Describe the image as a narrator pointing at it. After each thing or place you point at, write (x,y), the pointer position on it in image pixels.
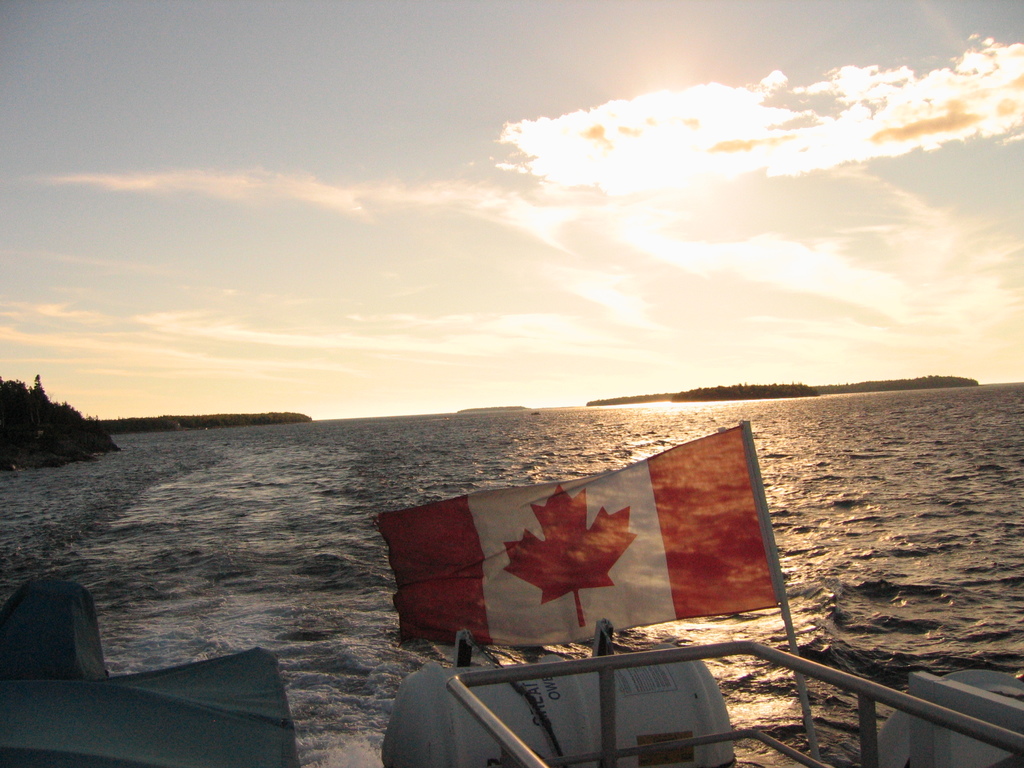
In the image we can see water (897,637). Above the water (826,574) there is a boat (24,727), on the boat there is a pole (754,465) and flag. In the middle of the image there are some trees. At the top of the image (50,99) there are some clouds (967,314) and sky (891,181) and sun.
